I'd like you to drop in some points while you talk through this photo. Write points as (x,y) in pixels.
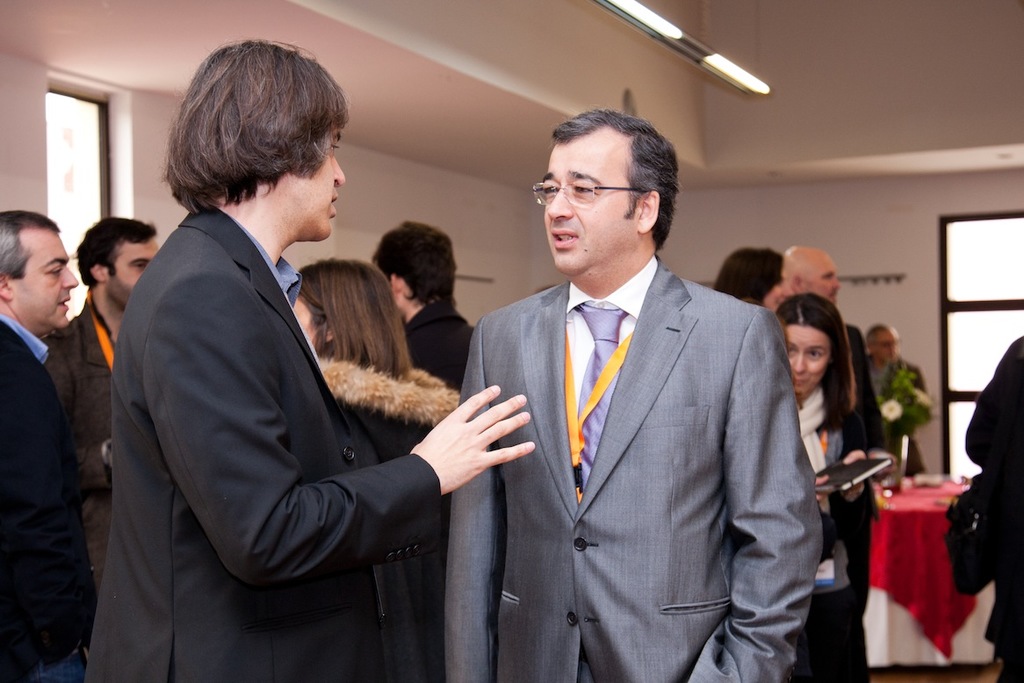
In this image I can see group of people (497,402) standing. In front (771,463) the person (727,460) is wearing gray color blazer (644,314), white color shirt (633,294) and purple color tie (605,323). In the background (922,398) I can see the flower vase (902,394) on the table (914,503) and I can see few glass windows (988,299) and the wall (897,211) is in cream color.
